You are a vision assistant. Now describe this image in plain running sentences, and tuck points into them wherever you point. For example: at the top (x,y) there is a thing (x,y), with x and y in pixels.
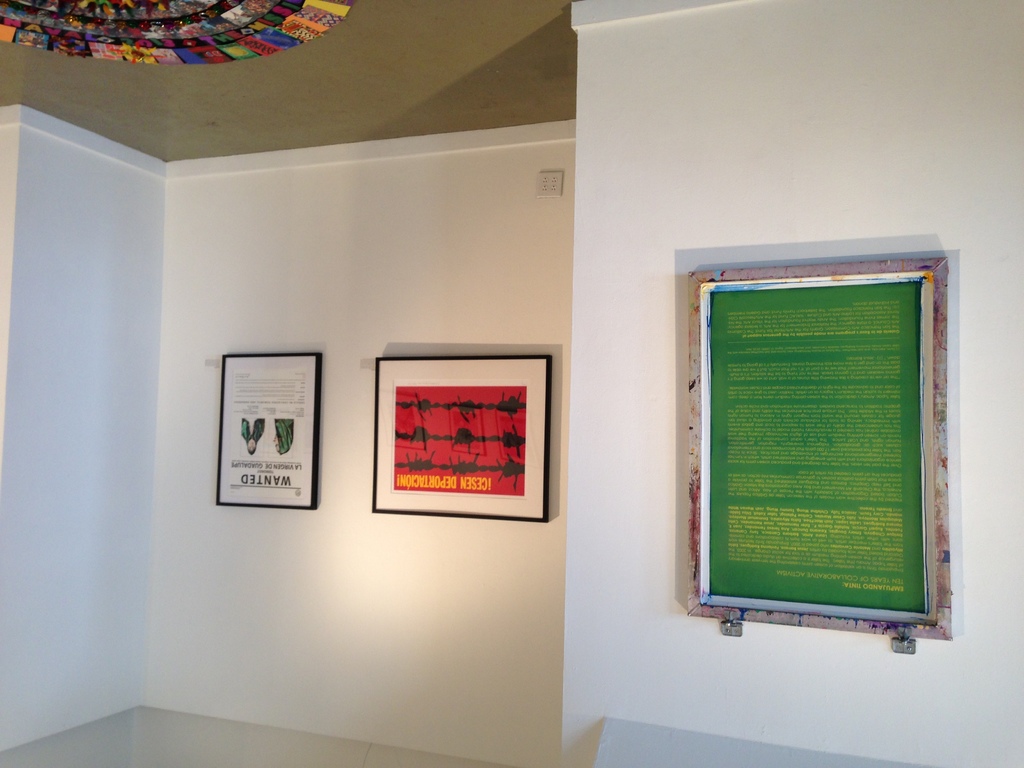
In the picture I can see three photo frames (753,453) attached to the wall (575,412) and there is an object (210,47) attached to the roof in the left top corner (141,34).
